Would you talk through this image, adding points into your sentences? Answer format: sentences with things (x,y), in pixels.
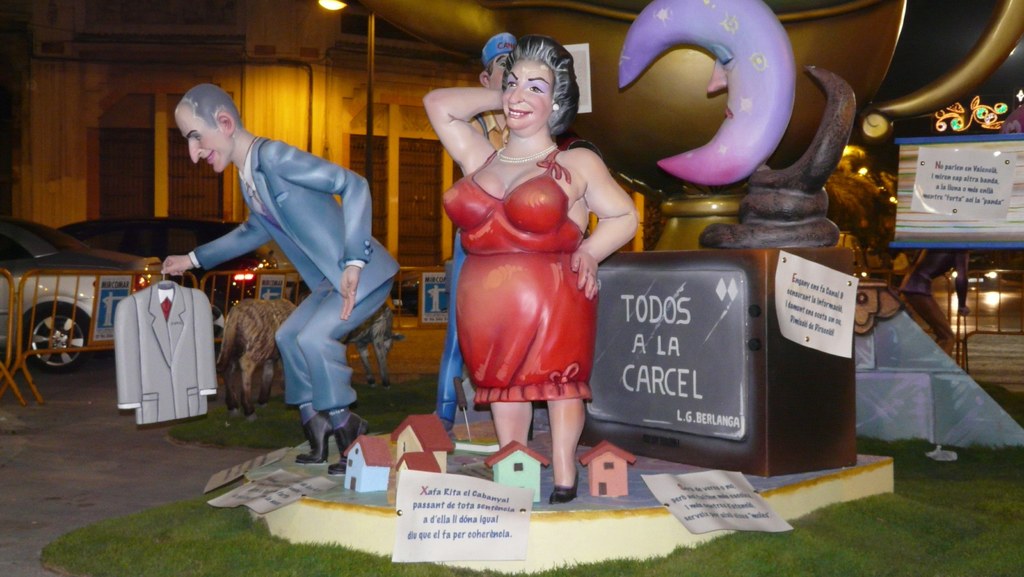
In this picture there are miniatures (600,180). In the foreground (500,313) there is a woman (577,237) standing and there is a man (326,181) standing and holding the suit (165,294) and there is another man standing and there are houses (359,480) and there are papers (305,484) and there is text (805,326) on the papers (839,312). At the back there are animals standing on the grass (246,423) and there is a railing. Behind the railing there are vehicles (28,315) on the road (112,375) and there is a building (428,163) and there is a street light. At the bottom (104,438) there is a road (93,453) and there is grass (189,503).
